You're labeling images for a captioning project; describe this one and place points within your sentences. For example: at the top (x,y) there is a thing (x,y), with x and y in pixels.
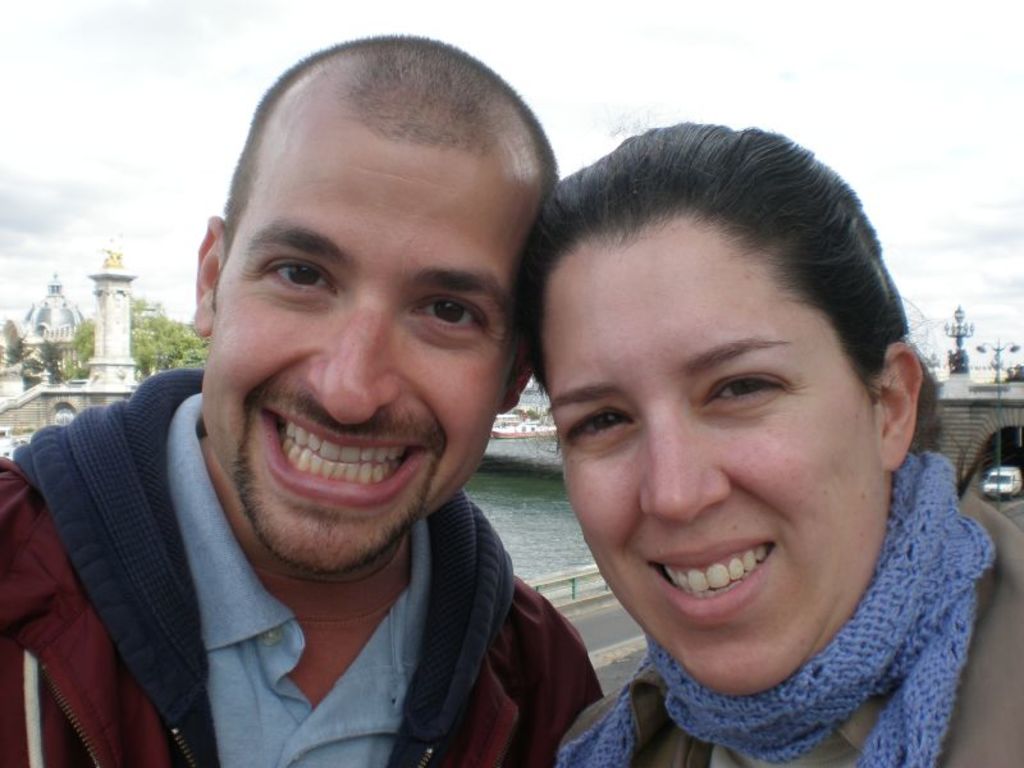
In the center of the image (581,390) there are two persons (985,566). One person (314,379) is wearing a jacket (505,766) and the other person (609,702) is wearing a scarf (792,737) around her neck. In the background of the image (1023,396) there is a bridge (966,372). There is a sky (846,44). There is water (545,492). There is road (605,625).
